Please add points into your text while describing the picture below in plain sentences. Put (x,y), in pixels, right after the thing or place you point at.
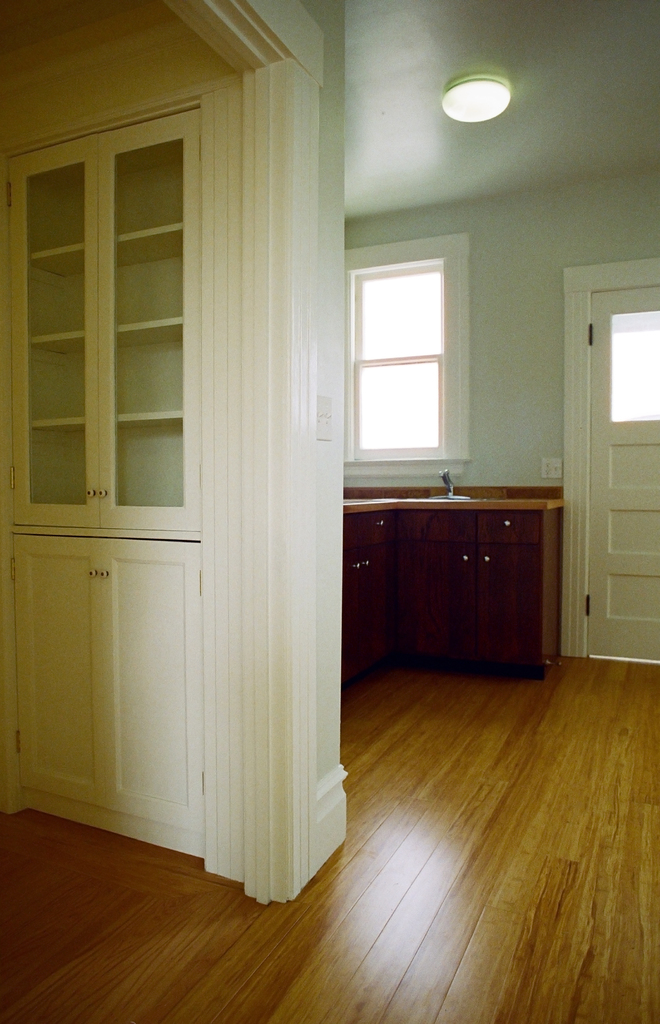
In this picture we can see the floor (540,921), here we can see the wall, doors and a kitchen platform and in the background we can see a window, roof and a light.
